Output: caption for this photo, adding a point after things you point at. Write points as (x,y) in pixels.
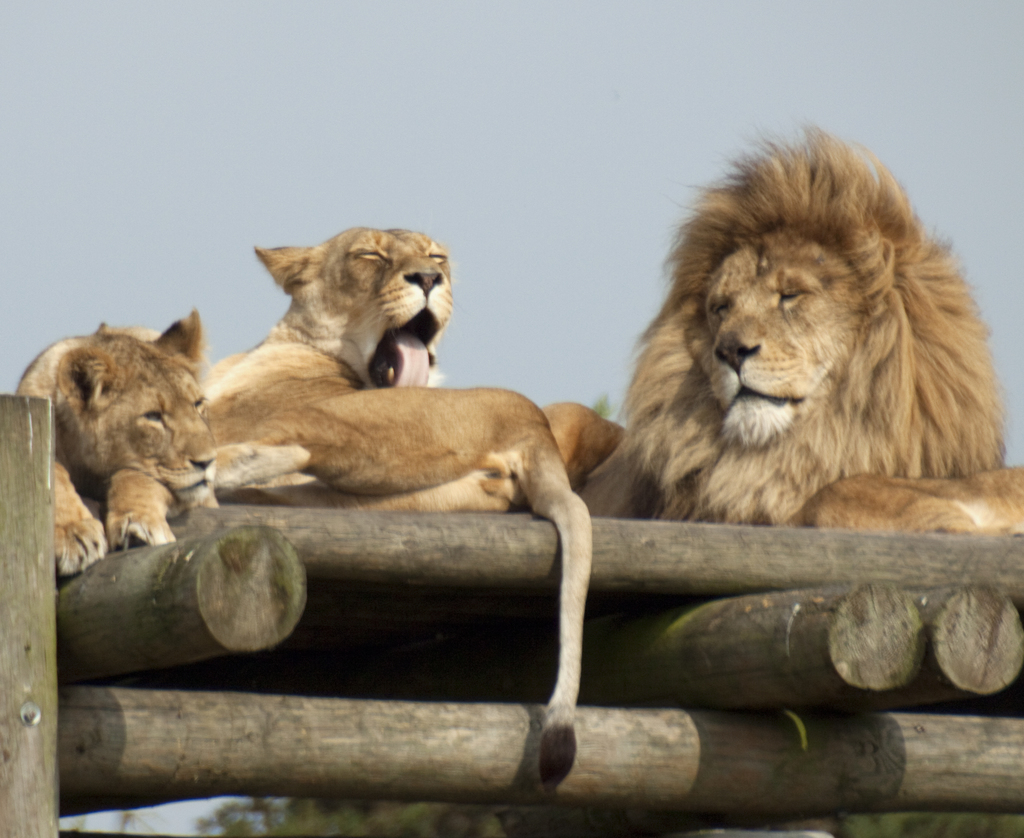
In the image there is a lion (747,410) and a lioness (216,415) and a cub (163,483) laying on the wooden poles (533,528).
